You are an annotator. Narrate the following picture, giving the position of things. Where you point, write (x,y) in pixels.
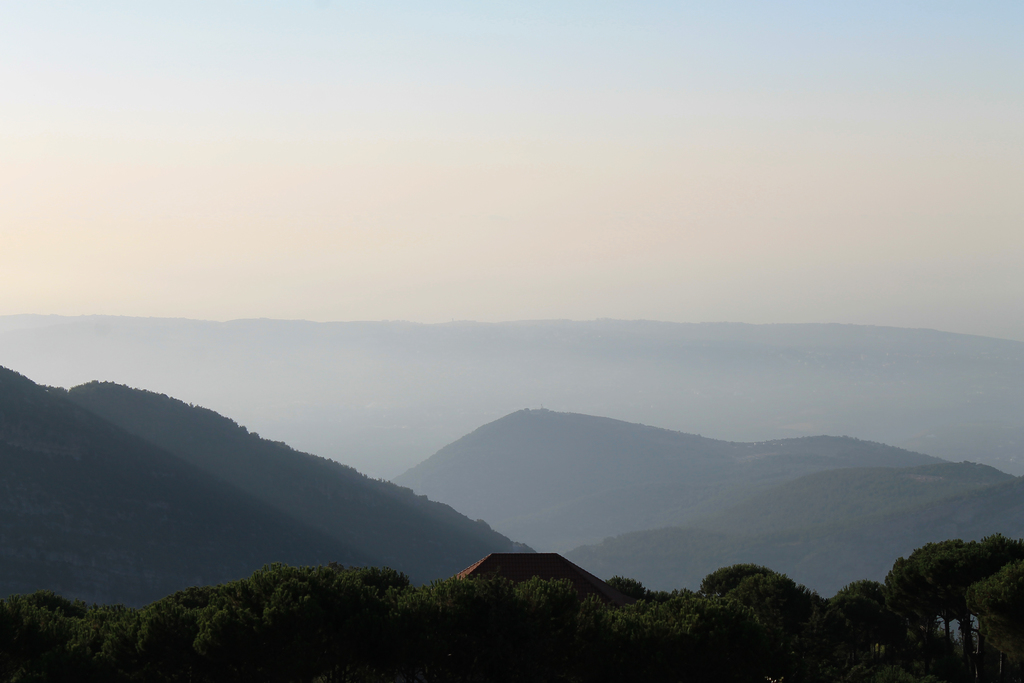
In this image I can see few trees (309,623) which are green in color and a building (534,557). In the background (596,566) I can see few mountains (577,502) and the sky (479,165).
